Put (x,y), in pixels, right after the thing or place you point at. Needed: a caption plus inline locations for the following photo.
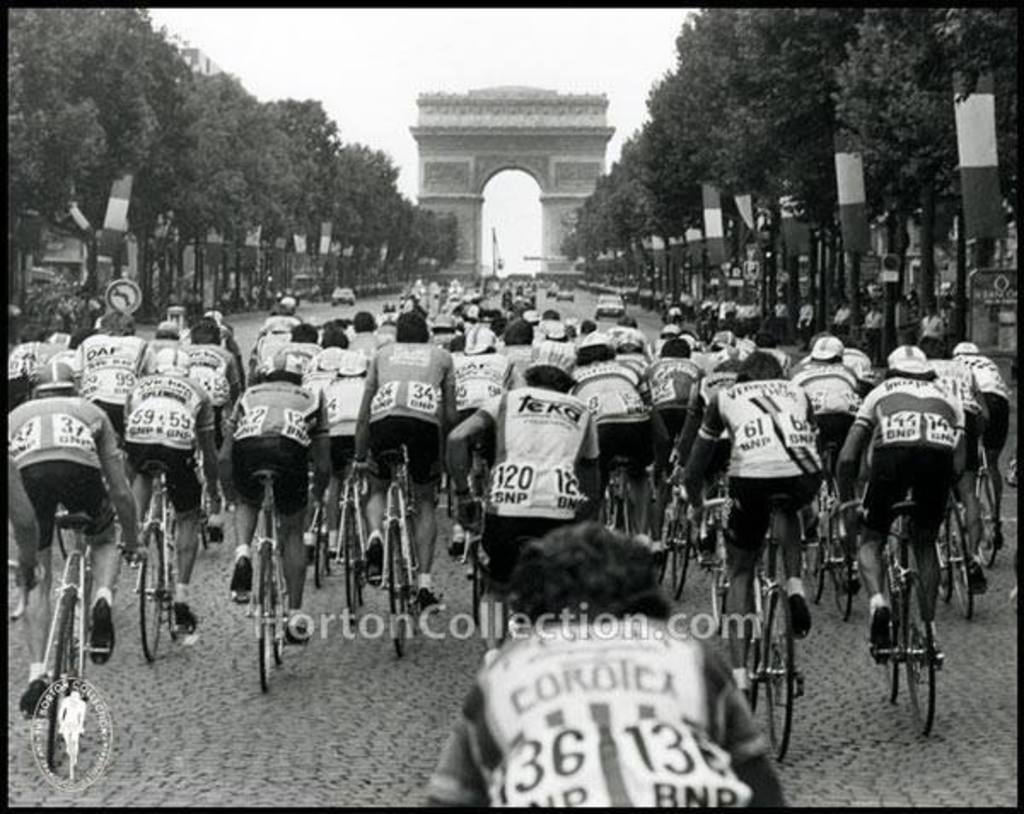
There are group of riders (588,478) riding bicycle (681,503) and there are trees (255,179) on the either side of the road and there is a arch (453,148) in front of them.
